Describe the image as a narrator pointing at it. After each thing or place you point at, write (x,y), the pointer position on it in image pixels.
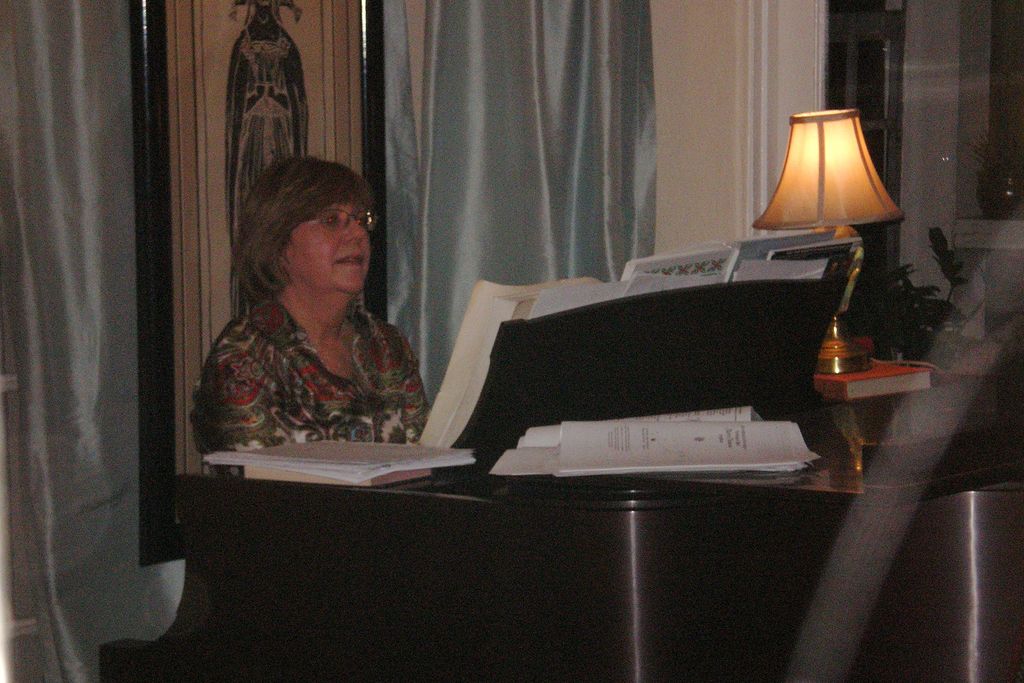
In the image we can see there is a woman (324,432) sitting on the piano (730,473) and there is table lamp (856,156) kept on the book (920,381) and there is curtain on the window (883,40).
